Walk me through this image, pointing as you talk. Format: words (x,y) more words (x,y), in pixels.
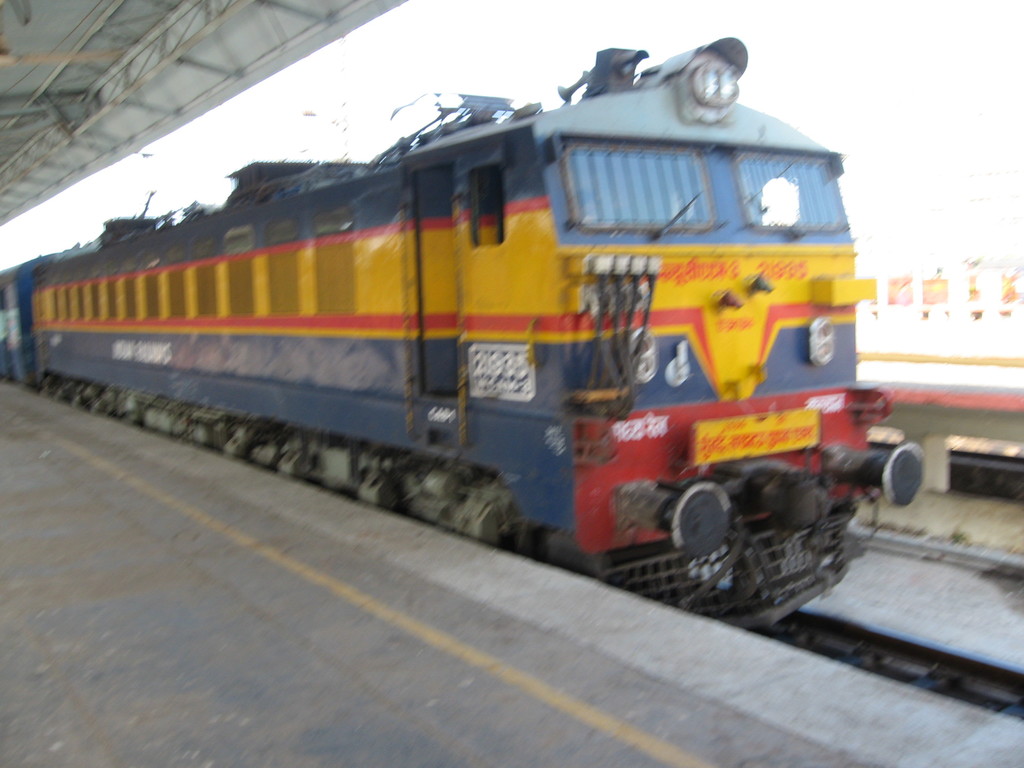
In the center of the image (480,295) we can see a train engine (656,434) with wagon (4,318) attached to it placed on a track (943,648). In the foreground of the image (578,608) we can see a stage (791,753) and in the background (44,39) we can see a shed (167,26).
